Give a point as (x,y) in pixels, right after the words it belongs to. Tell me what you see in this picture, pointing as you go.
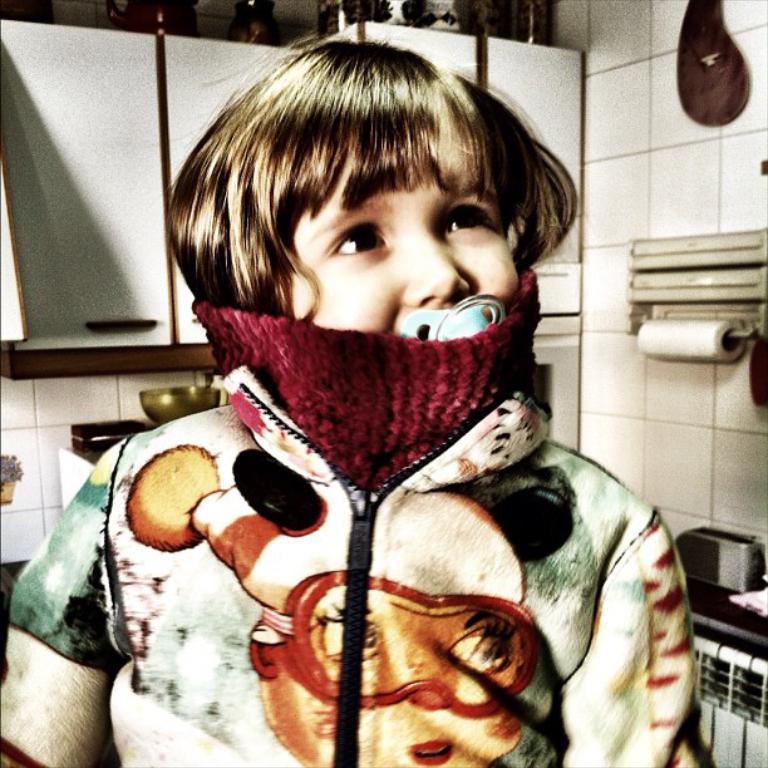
In this picture, we see a girl (447,506) is wearing a muffler (341,458) and a sweater (368,519). Behind her, we see a countertop (716,598) on which a toaster (693,568) is placed. Behind that, we see a white wall (631,418). On the left side (74,435), we see a bowl (174,401) and an object (97,445) in black color. Behind that, we see a white wall (22,422) and a cupboard (76,150) in white color. Beside that, we see a cupboard (558,65). In the right top (705,8), we see an object (726,91) in brown color is placed on the wall (648,30). At the top (176,22), we see the objects (254,18) are placed on the cupboards (212,44).
